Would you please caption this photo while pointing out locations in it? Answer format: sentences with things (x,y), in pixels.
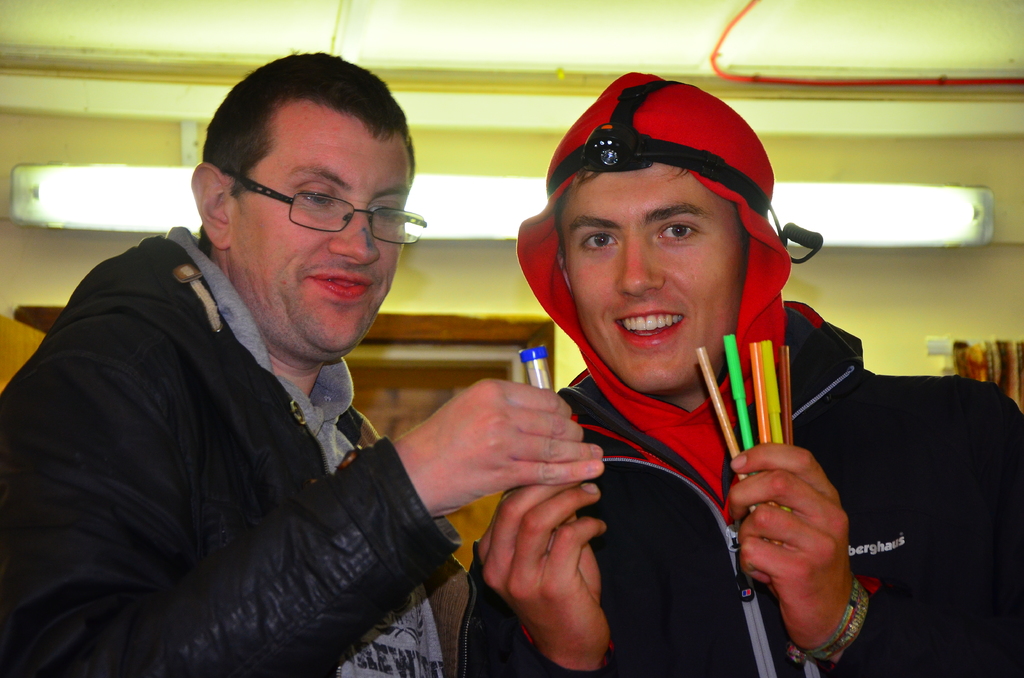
In this picture I can see two persons (71,640) holding some objects (775,432), and in the background (1006,161) there is a light (455,200) and a wall (505,172).
